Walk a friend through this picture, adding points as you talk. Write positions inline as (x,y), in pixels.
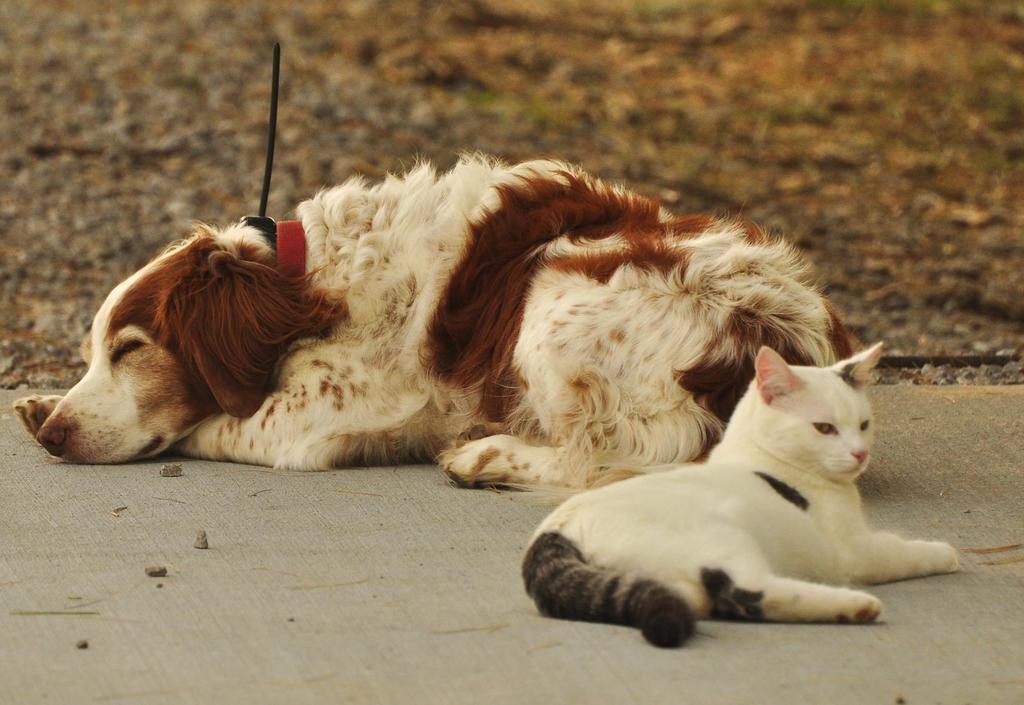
In this image I can see the ground (364,610) and on it can see a cat (663,529) which is white and black in color and a dog (634,345) which is brown and cream in color. I can see the blurry background (209,40).
